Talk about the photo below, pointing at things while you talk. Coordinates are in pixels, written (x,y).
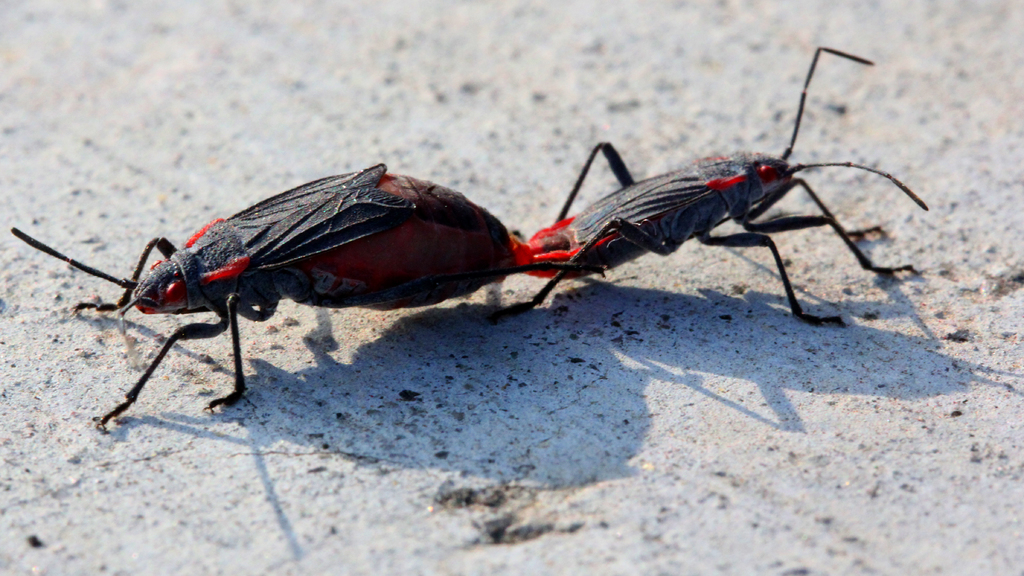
In the picture I can see two insects (361,189) on the surface (213,363). These insects (434,239) are dark in color.
